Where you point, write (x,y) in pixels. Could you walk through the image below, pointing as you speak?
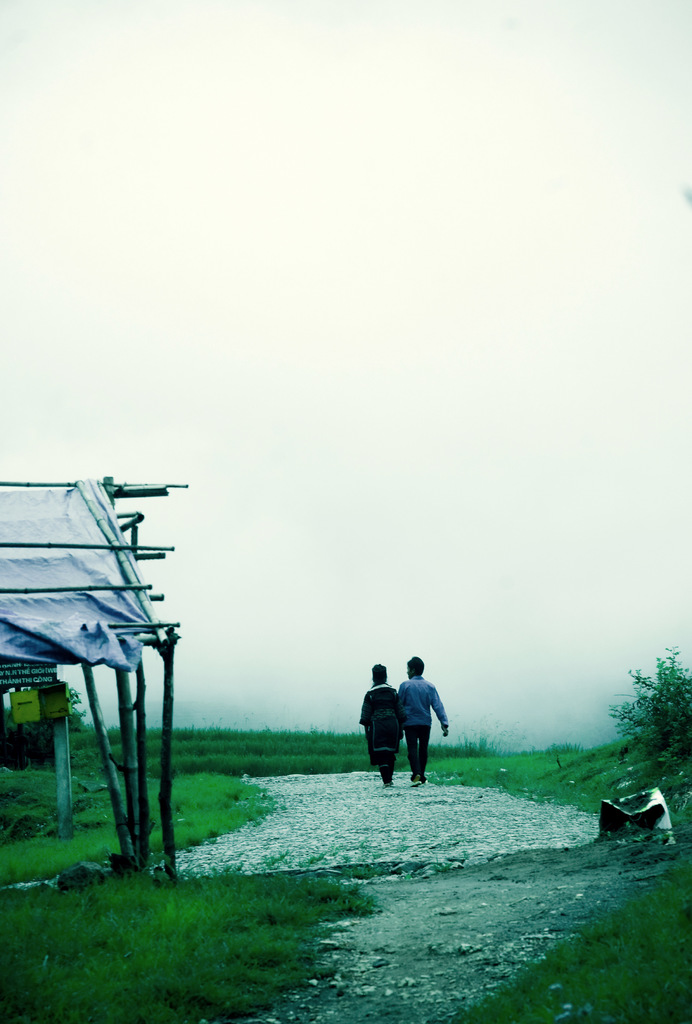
In this image we can see the shed (72,551) and there are two persons (411,729) walking on the ground (544,879). We can see the box (56,711) attached to the pillar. And there are grass (243,878), trees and the sky (409,385).
